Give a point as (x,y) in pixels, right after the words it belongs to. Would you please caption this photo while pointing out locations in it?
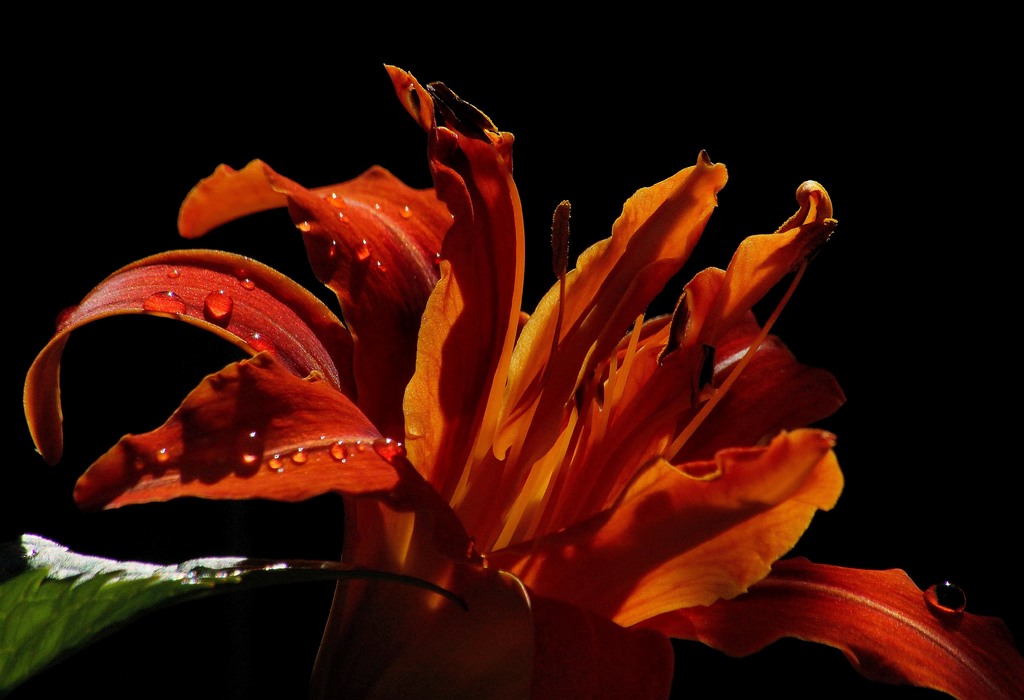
The picture consists of a flower (488,584), on the petals (366,345) of the flower (366,360) there are water droplets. The background (167,68) is dark. On the left (49,608) there is a leaf (141,596).
